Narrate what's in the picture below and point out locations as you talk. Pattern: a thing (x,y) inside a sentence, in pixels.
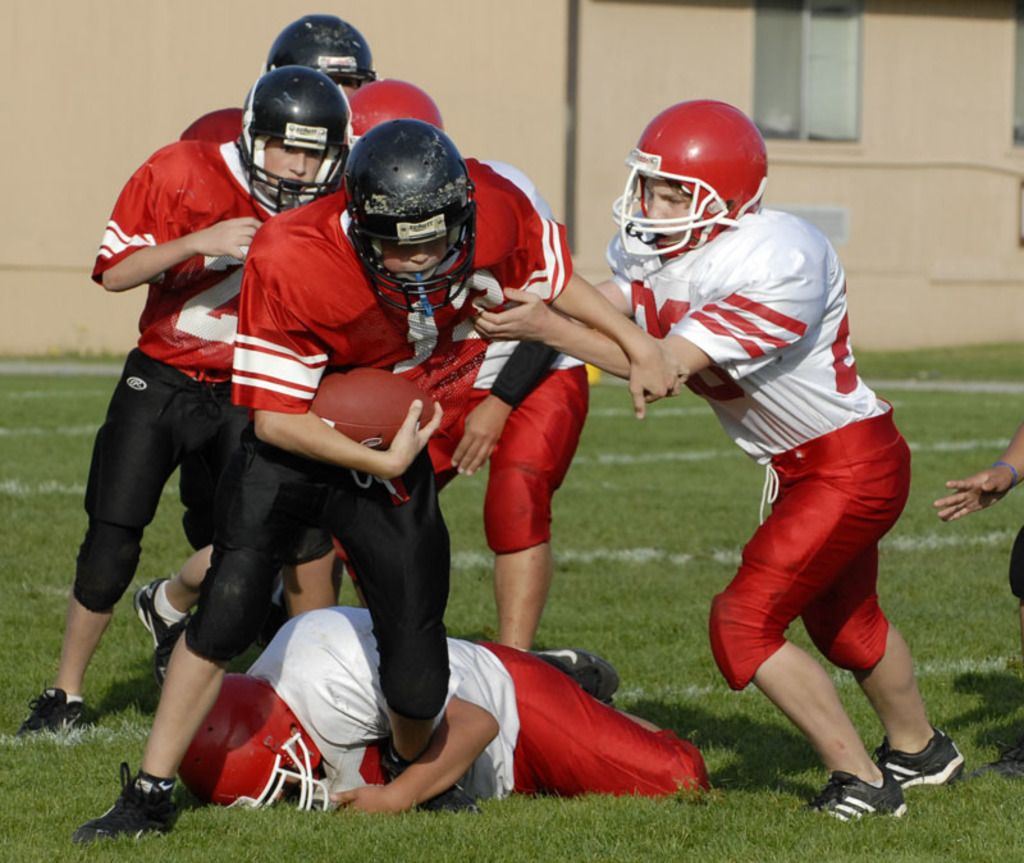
In the center of the image (387,348) there are persons (281,414) playing in the ground (627,693). In the background (584,91) there is a building (493,91).
